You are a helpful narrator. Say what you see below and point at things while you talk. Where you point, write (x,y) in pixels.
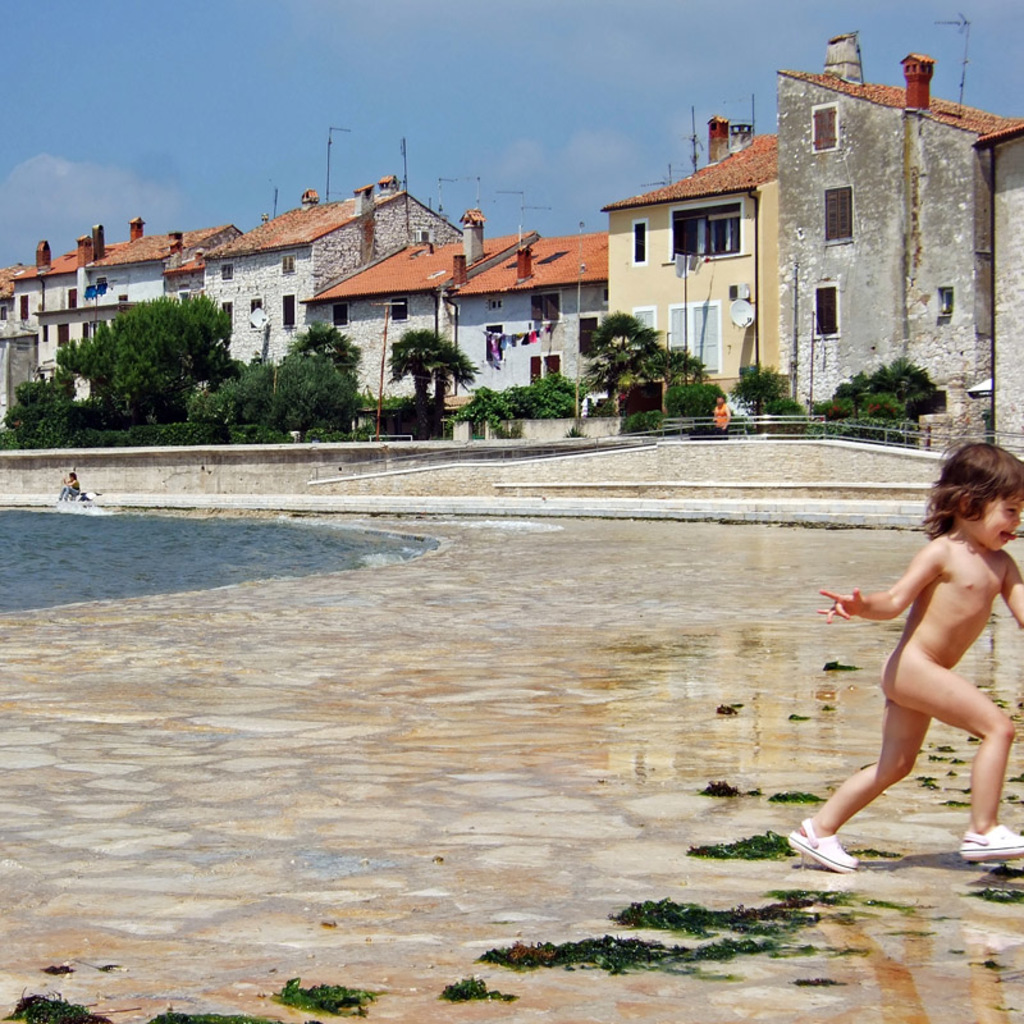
In the picture we can see a path (44,798) and on it we can see a girl child (842,804) running and near the path (216,607) we can see water (203,552) and behind it, we can see trees (498,410), houses (213,291), buildings (352,319), and in the background (449,139) we can see a sky (480,183) with clouds (613,140).
